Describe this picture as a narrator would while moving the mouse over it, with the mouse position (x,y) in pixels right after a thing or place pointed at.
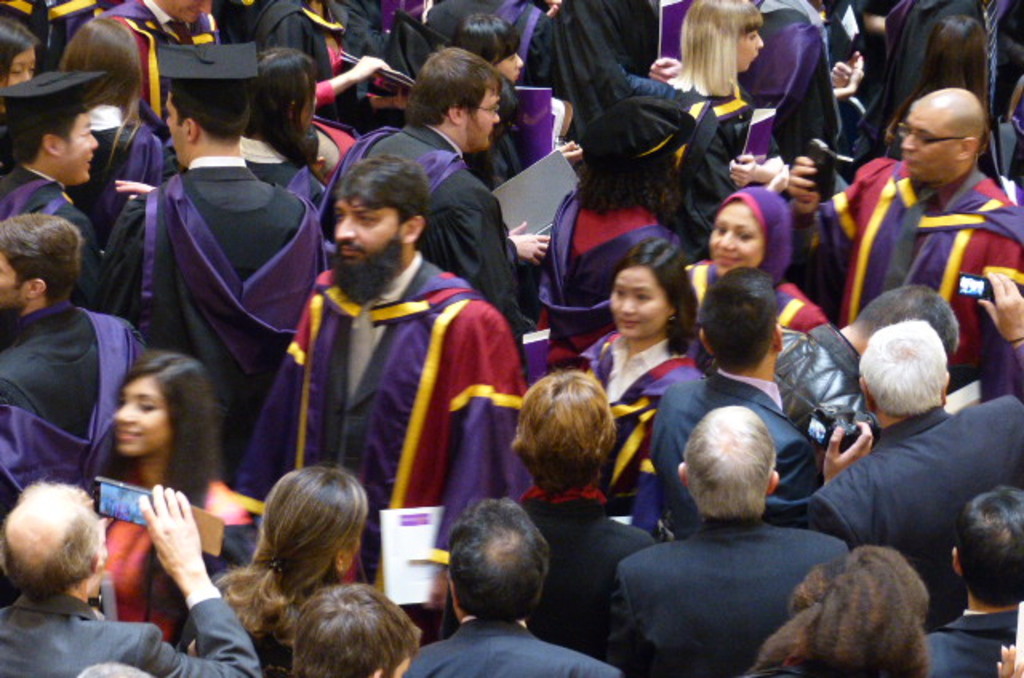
In this picture we can see a group of people (359,372) and some people (482,402) are holding files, some people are holding devices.
